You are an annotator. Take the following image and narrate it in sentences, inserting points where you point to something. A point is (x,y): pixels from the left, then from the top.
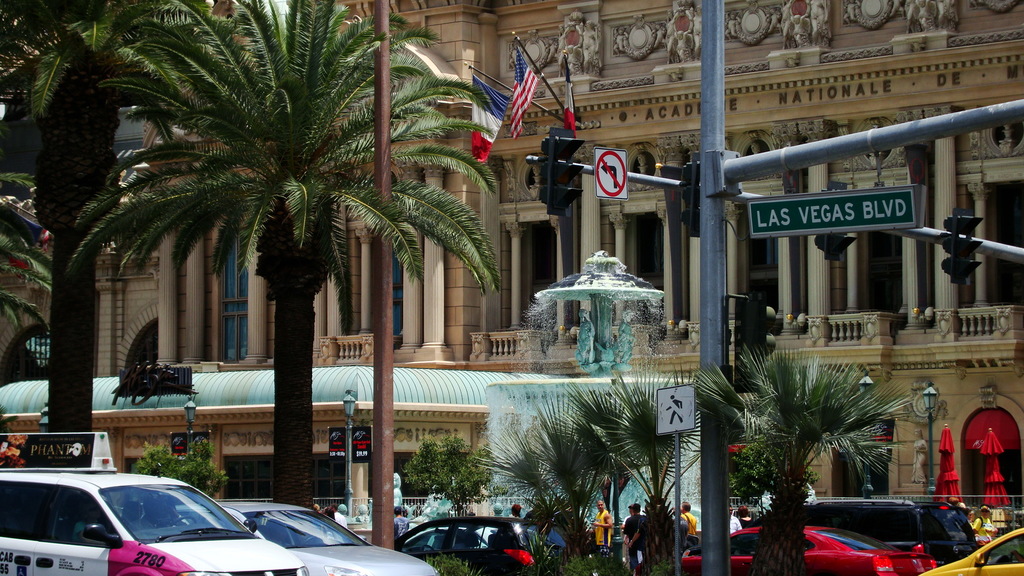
At the center of the image (598,314) there is a fountain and we can see few people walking on the road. There are cars (684,567), trees (586,549), buildings (647,134), street lights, traffic signal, flags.
